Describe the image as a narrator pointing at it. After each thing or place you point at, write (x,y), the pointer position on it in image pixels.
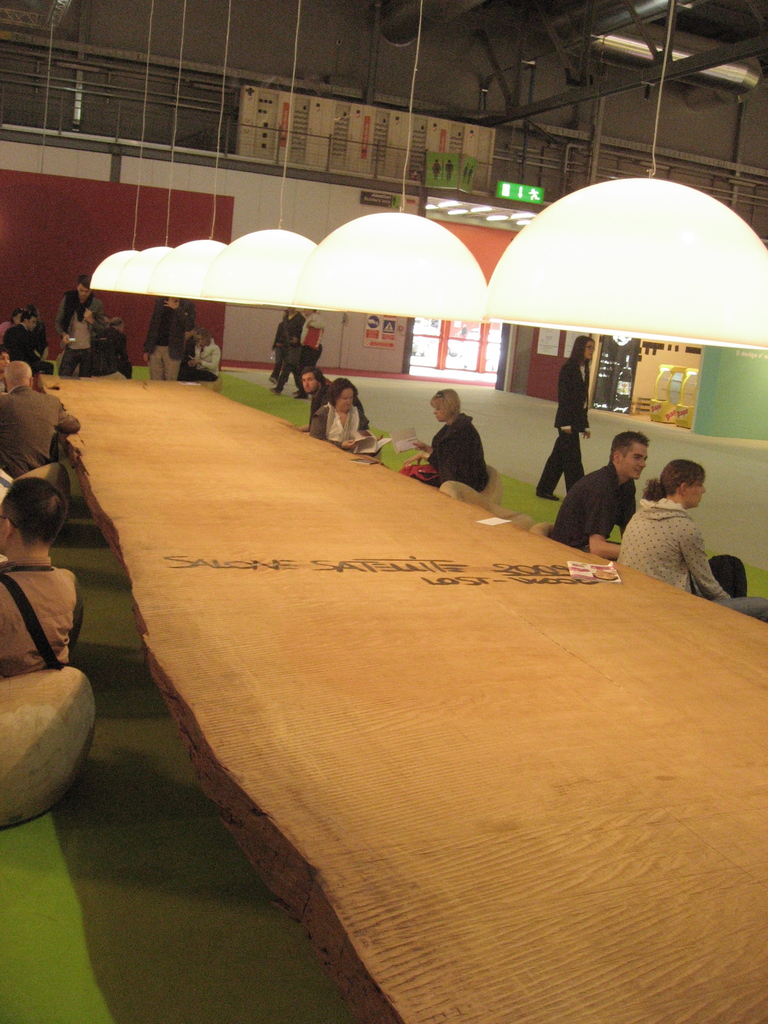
In this image I see number of people (17,415) in which most of them are sitting and few of them are standing and I see the path (287,406) and over here I see the brown color table (233,501) and I see the lights (757,284). In the background (421,364) I see the door (479,332) over here and I see the wall (11,188) and I see the rods (530,116) over here.
